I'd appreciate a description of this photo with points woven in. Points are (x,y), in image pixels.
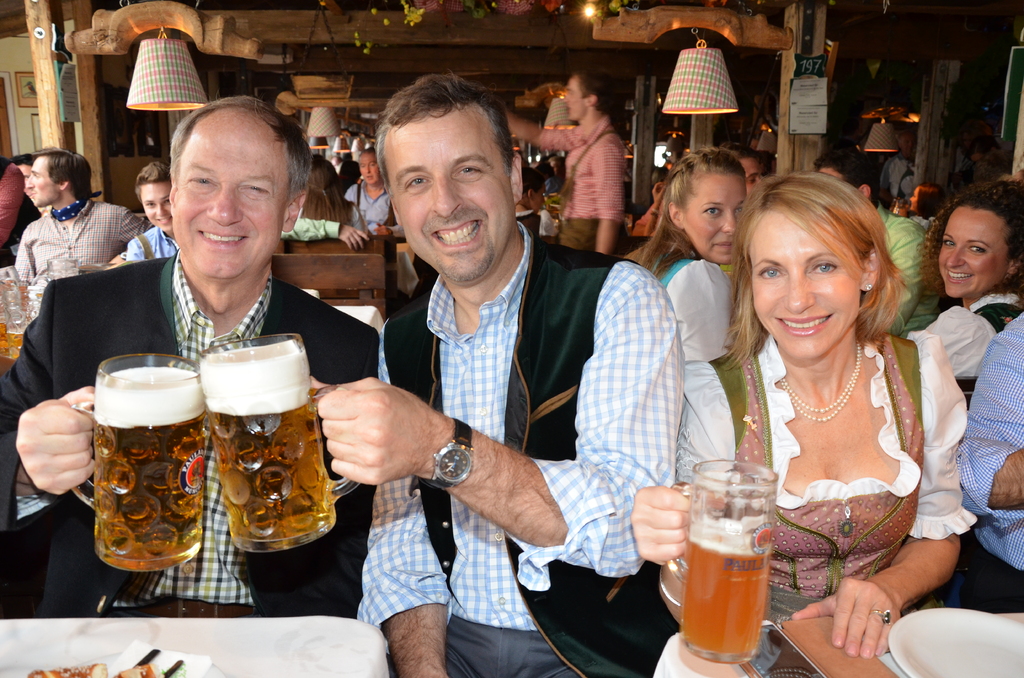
In this image I can see few people (1001,514) are sitting on the chairs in front of the table (737,675). They are holding beer mugs (259,435) in their hands (357,439) and smiling by looking at the picture. This is an inside view. In the background (604,147) I can see few people (592,157).
